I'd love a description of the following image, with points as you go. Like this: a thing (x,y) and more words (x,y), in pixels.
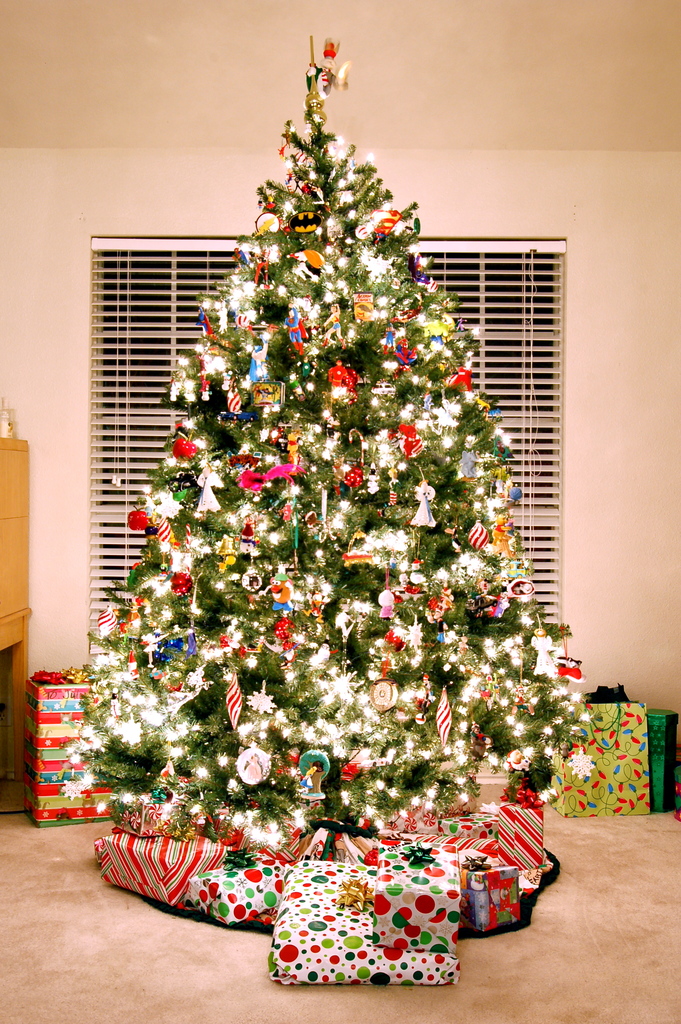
This image is taken indoors. In the background (60,295) there is a wall (66,253) with a window (504,361) and a window blind (116,472). At the top of the image (169,39) there is a roof (338,30). At the bottom of the image (142,984) there is a floor (509,964). In the middle of the image (320,413) there is a Christmas tree (321,168) decorated with many rope lights (321,680), toys (321,771) and decorative items (525,706). There are many gifts (279,915) on the floor (100,947). On the left side of the image (2,523) there is a table (9,524).
